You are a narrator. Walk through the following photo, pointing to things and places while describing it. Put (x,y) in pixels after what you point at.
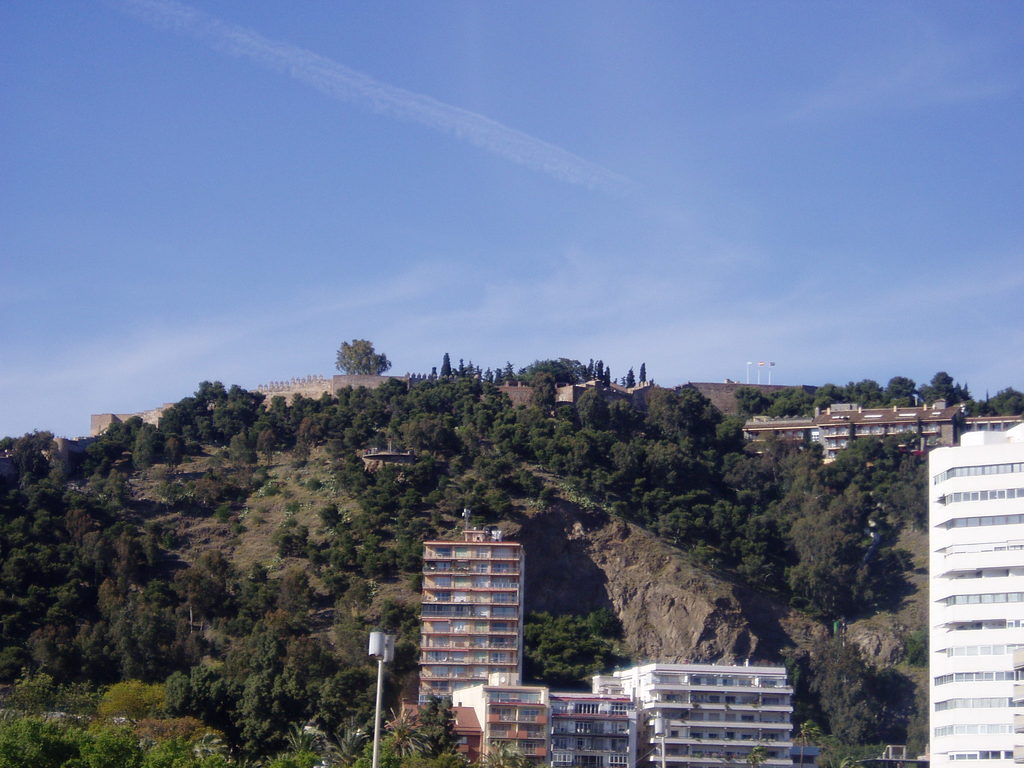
In this image we can see group of trees (426,523), some buildings (513,661) with windows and a street lamp (388,640) on the hill (414,581). On the backside (419,178) we can see the sky (373,178) which looks cloudy.
